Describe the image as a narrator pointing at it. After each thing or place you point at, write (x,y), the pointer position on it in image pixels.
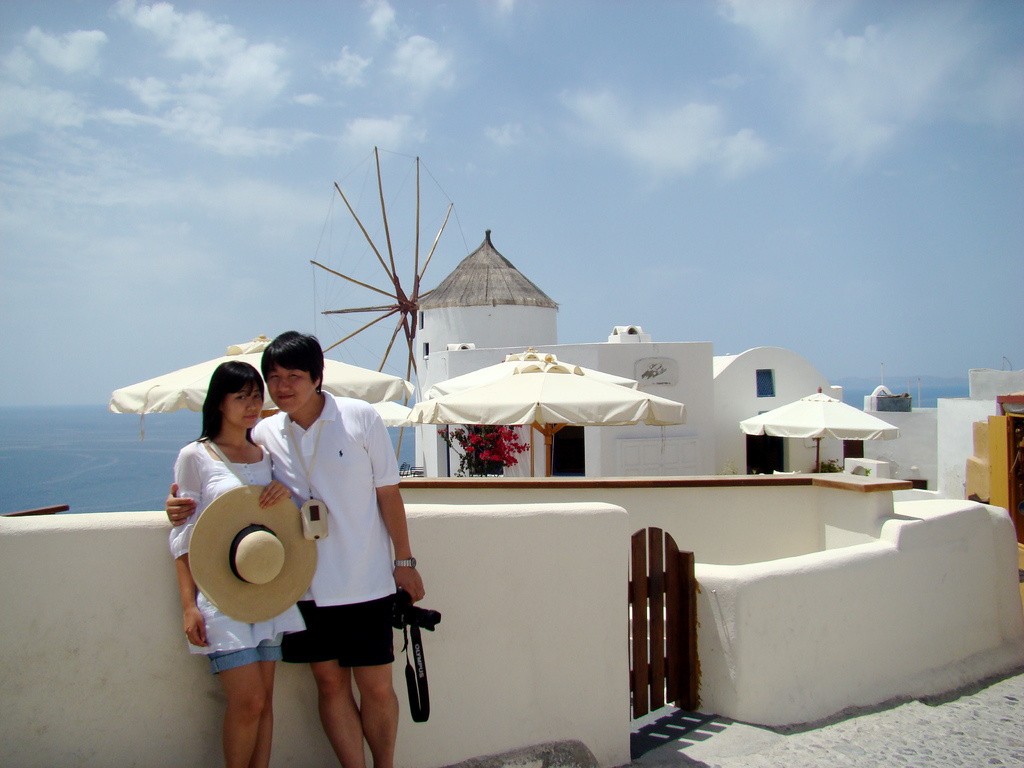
In this image I can see two people (270,465) with white, black and blue color dresses (264,628). I can see one person (251,640) holding the hat (292,575) and an another person (363,620) holding the black color object (407,630). In the background (472,442) I can the tents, buildings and the plant (480,432). I can see the water (137,466) and the sky (508,134) in the back (579,123).
